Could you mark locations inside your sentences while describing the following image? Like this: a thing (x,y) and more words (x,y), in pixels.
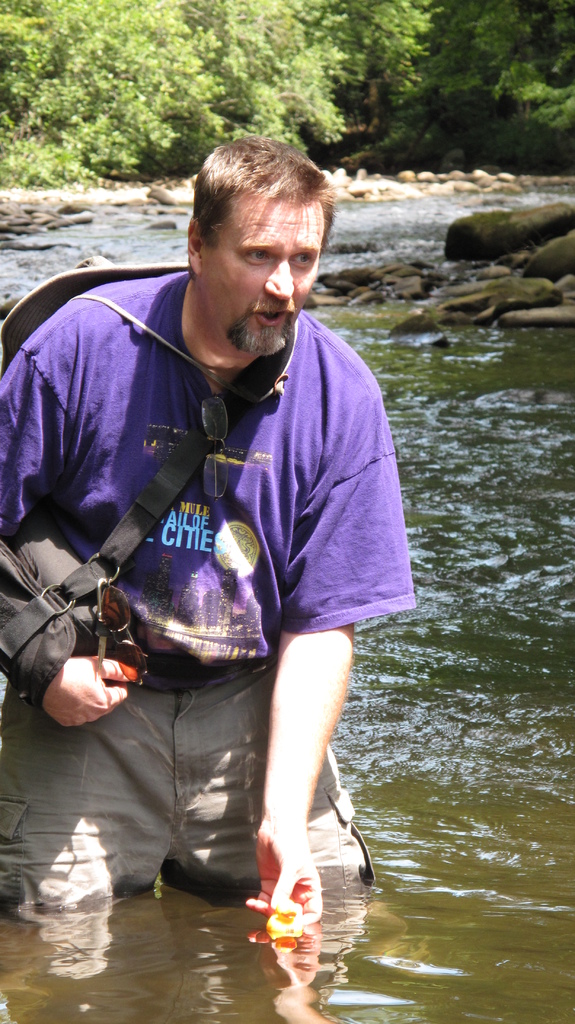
In this picture I can see the water (138,217) and I see a man (150,351) in front (190,696), who is wearing a t-shirt (221,505) which is of purple color. In the background (77,140) I see the stones (382,197) and the trees (259,65).
